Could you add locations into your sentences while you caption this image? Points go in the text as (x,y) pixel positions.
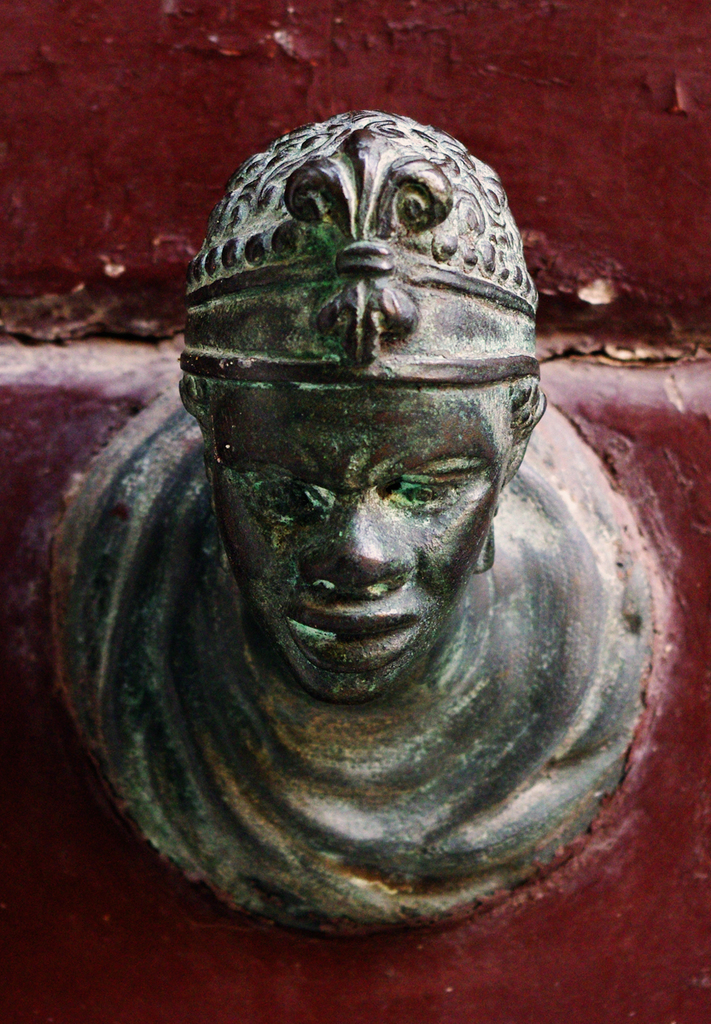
In this picture I can observe sculpture (285,415) in the middle of the picture (410,451). In the background (77,114) I can observe maroon color wall (83,284).
